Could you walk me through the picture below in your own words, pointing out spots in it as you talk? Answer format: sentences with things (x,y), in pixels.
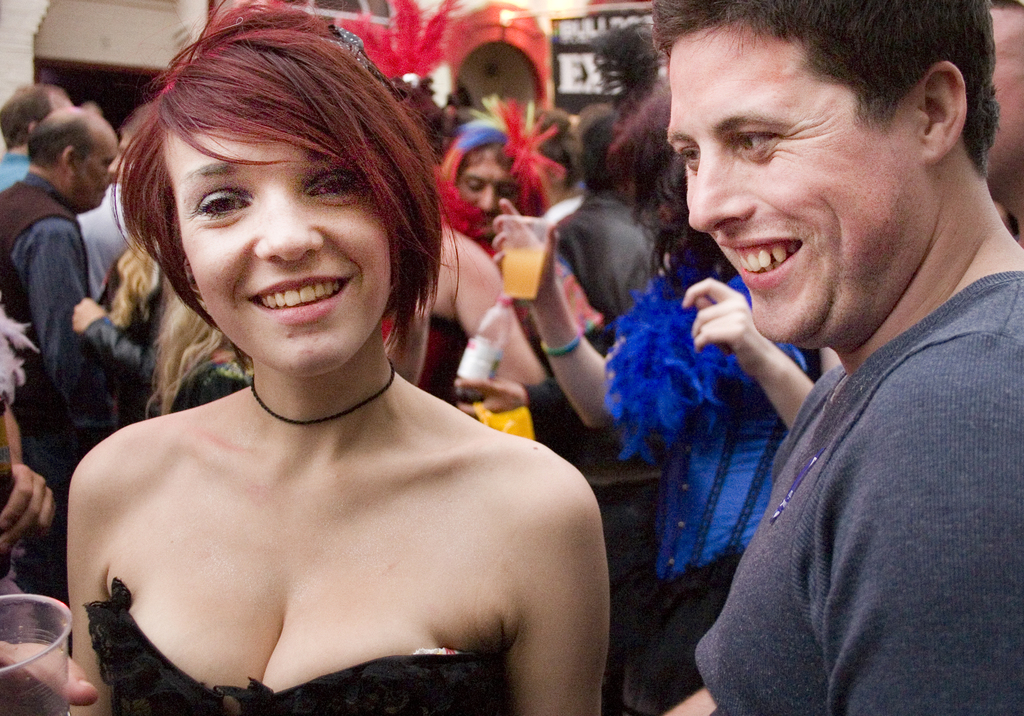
In the center of the image (496,450) there is a lady (149,702) wearing a black color dress (321,715) holding a glass (2,710) in her hand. Besides her there is a person (760,5) wearing a t-shirt (797,528). In the background of the image (586,184) there are many people (83,135). There is a wall (100,11).
